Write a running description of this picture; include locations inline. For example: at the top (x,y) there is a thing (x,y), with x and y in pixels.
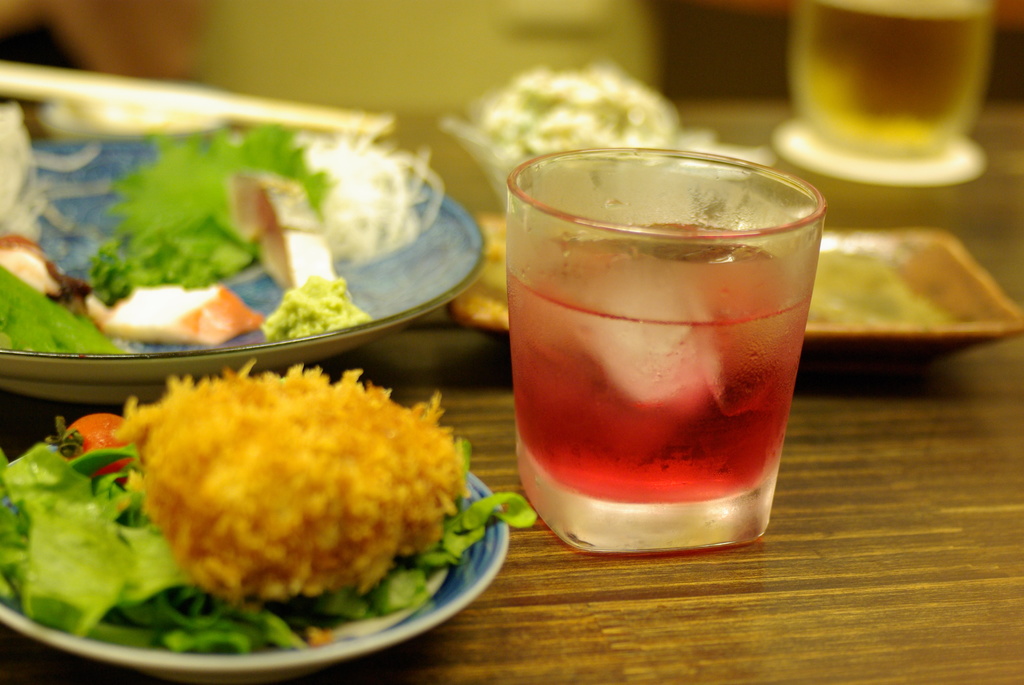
In this picture there is food (172,297) on the plates (389,596) and there is drink (590,490) in the glasses (570,420). There are plates (216,554) and glasses (848,32) on the table (962,635). At the back (651,27) the image is blurry.
